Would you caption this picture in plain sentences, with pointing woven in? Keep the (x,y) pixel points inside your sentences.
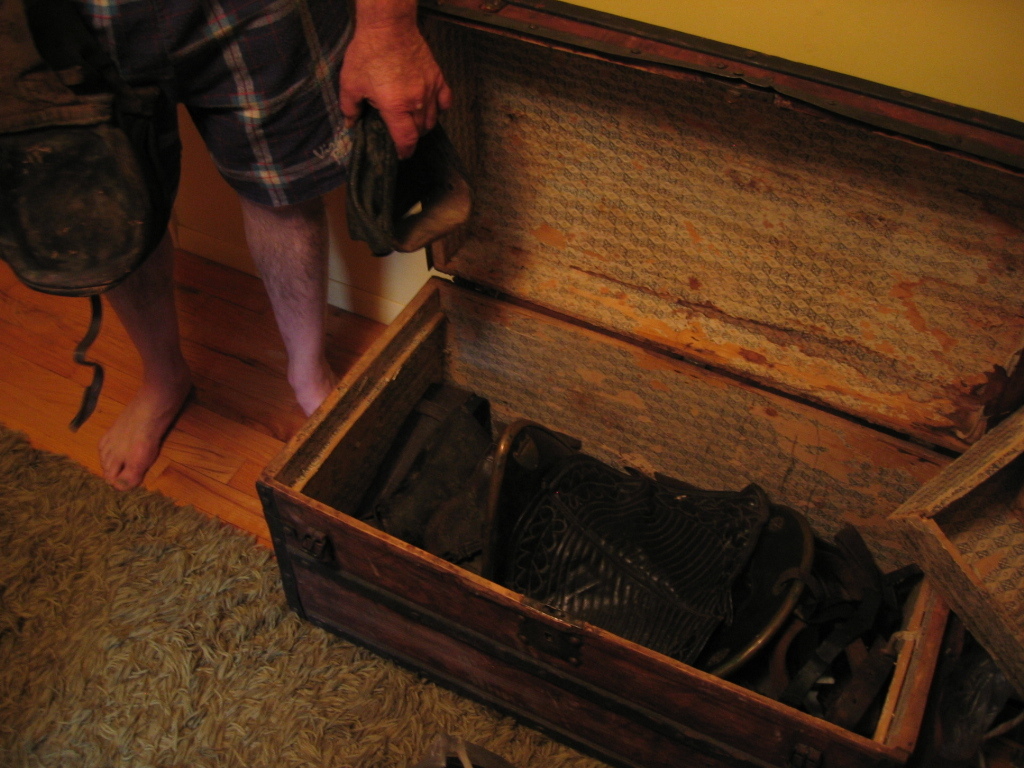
In the picture there is a floor (2,409), on the floor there is a mat (132,548), there is a wooden box (622,432) present, in the box (632,319) there are many items (463,424) present, beside the box (636,343) there is a person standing and catching an object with the hand (385,41), behind there is a wall (726,27).
